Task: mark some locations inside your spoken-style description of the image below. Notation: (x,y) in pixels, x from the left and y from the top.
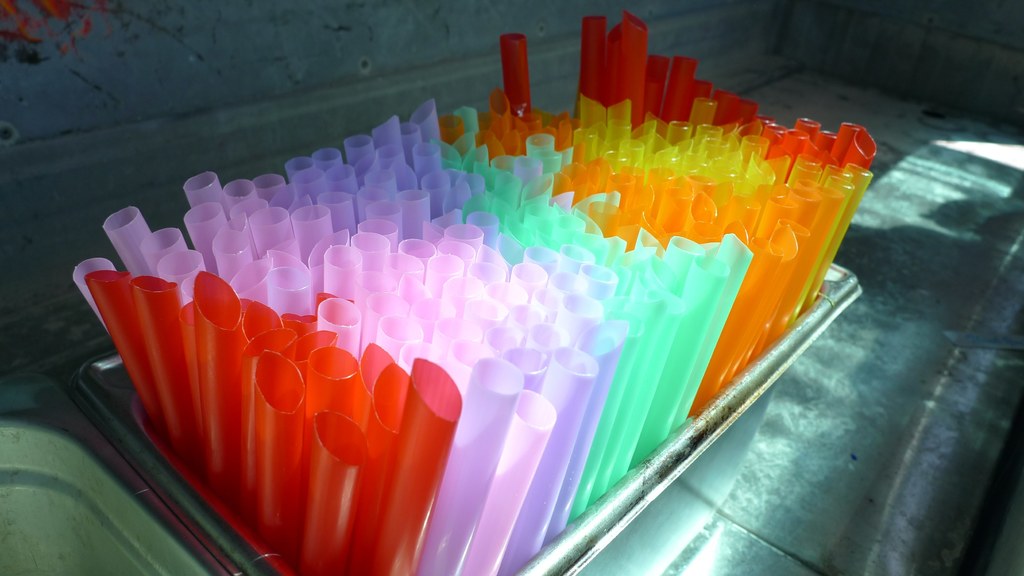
In this image, in the middle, we can see a tray (193,519). In the tray (752,401), we can see some different colors of straws (616,366). In the background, we can see a wall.
